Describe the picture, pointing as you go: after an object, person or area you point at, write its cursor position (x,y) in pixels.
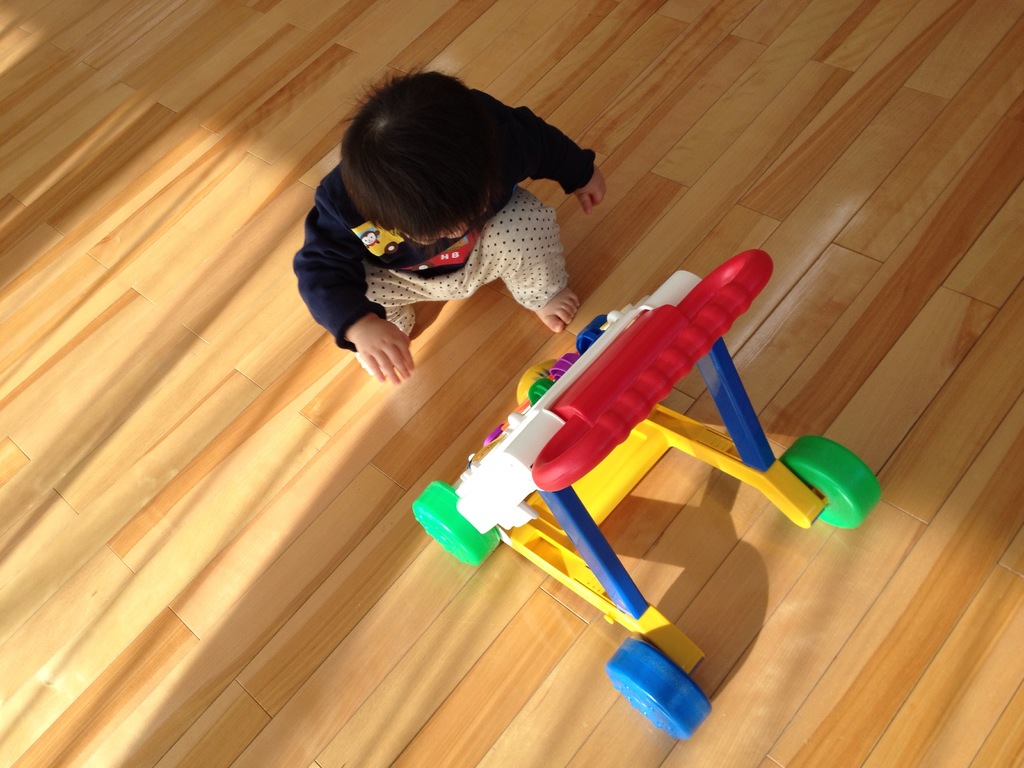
In this image in the center (344,299) there is one boy (551,294) who is playing with some toy (579,353), and in front of the boy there is one toy (793,483). At the bottom (798,535) there is a wooden floor (303,518).
